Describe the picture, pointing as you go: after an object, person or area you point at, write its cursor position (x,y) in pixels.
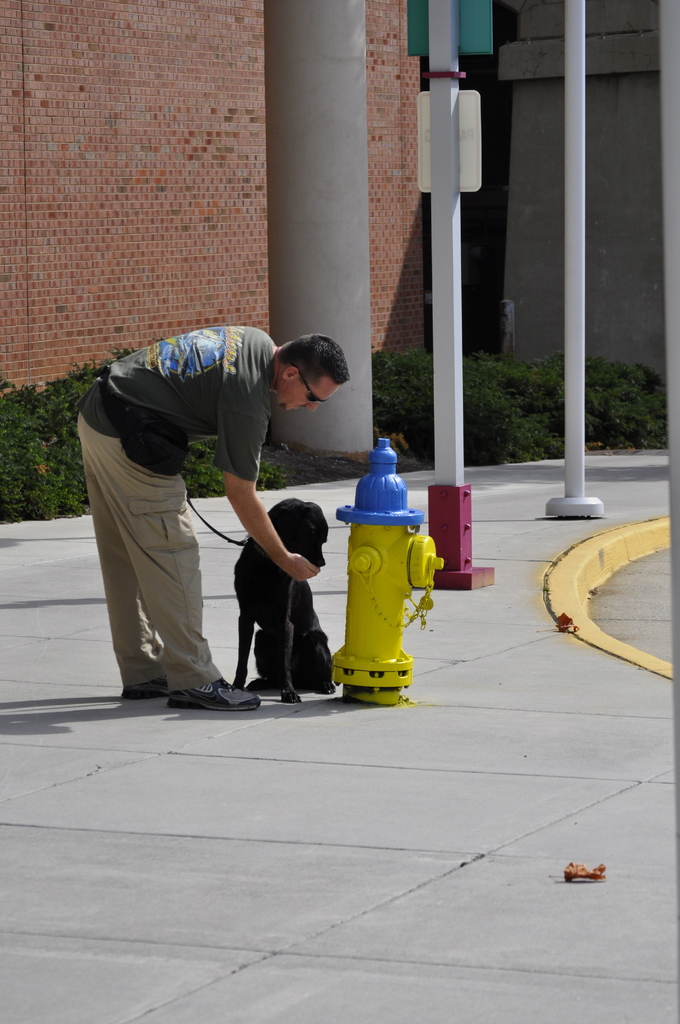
In this image I can see a fire hydrant (377,596), a man (231,480) and a dog (313,513). In the background (392,326) I can see poles (462,413), a pillar (278,290) and buildings (538,326). I can also see plants (587,370) and other objects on the ground (75,765).
